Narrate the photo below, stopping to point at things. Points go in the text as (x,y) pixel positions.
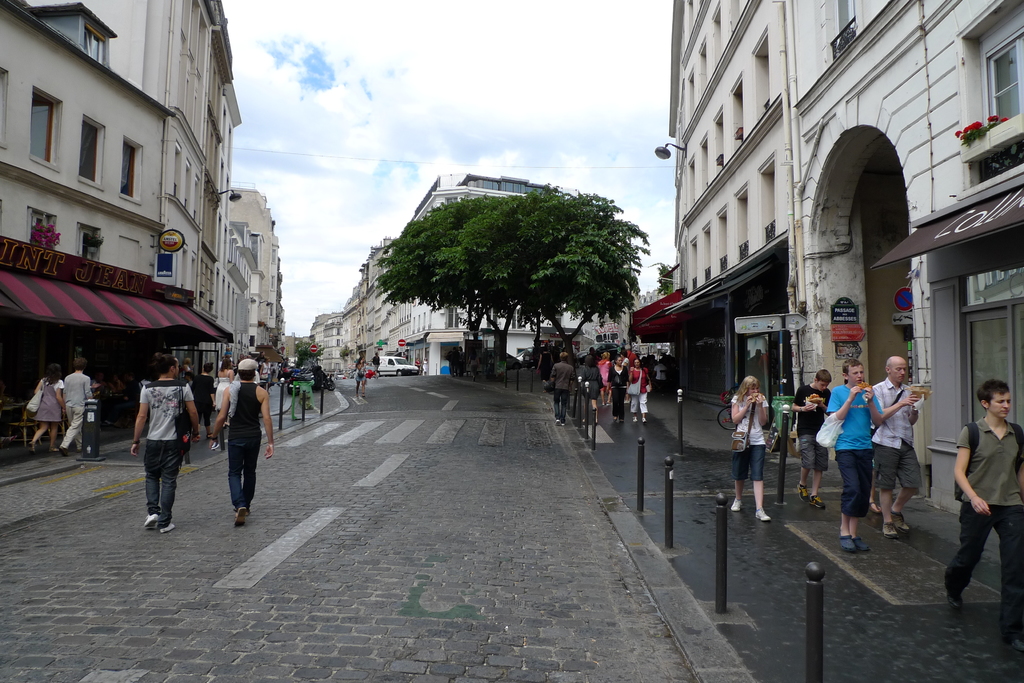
In the center of the image (449,389) there is a road (341,474). There are people (253,403) walking. In the background of the image (215,163) there are buildings (368,300). There is a tree (536,242). At the top of the image (407,167) there is sky (277,38) and clouds (357,106).
